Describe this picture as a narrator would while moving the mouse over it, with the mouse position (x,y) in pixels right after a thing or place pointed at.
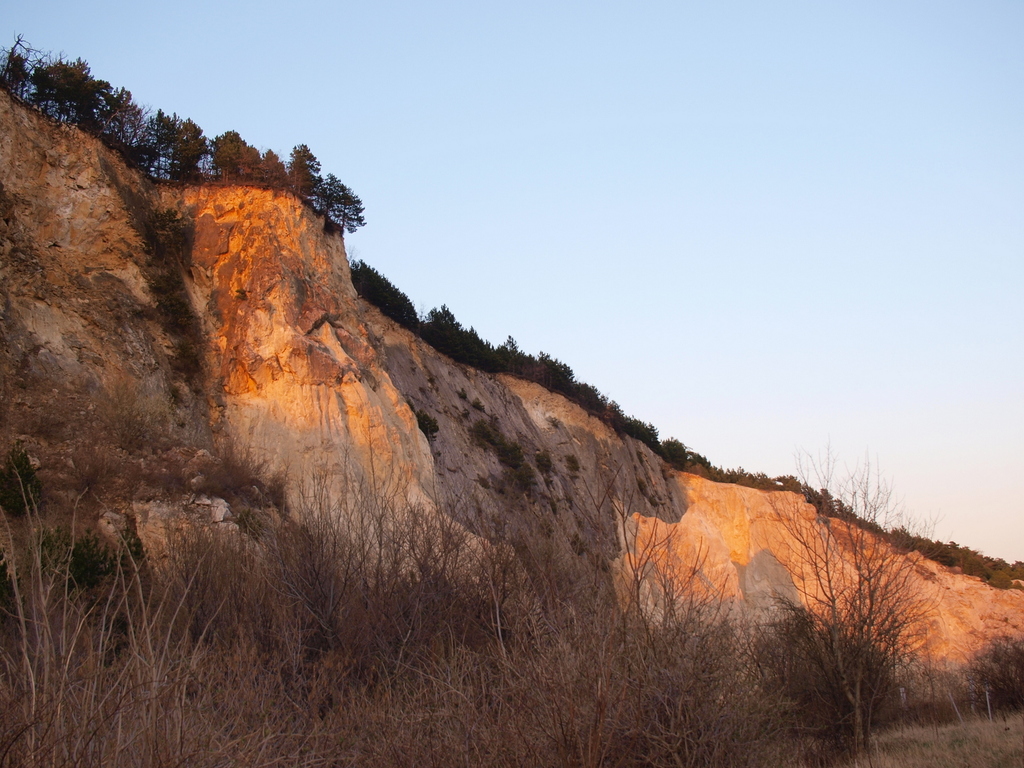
In this image there is a big rock mountain (505,382) with the trees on top (165,139) and some dried plants (505,649) at bottom (239,680).
